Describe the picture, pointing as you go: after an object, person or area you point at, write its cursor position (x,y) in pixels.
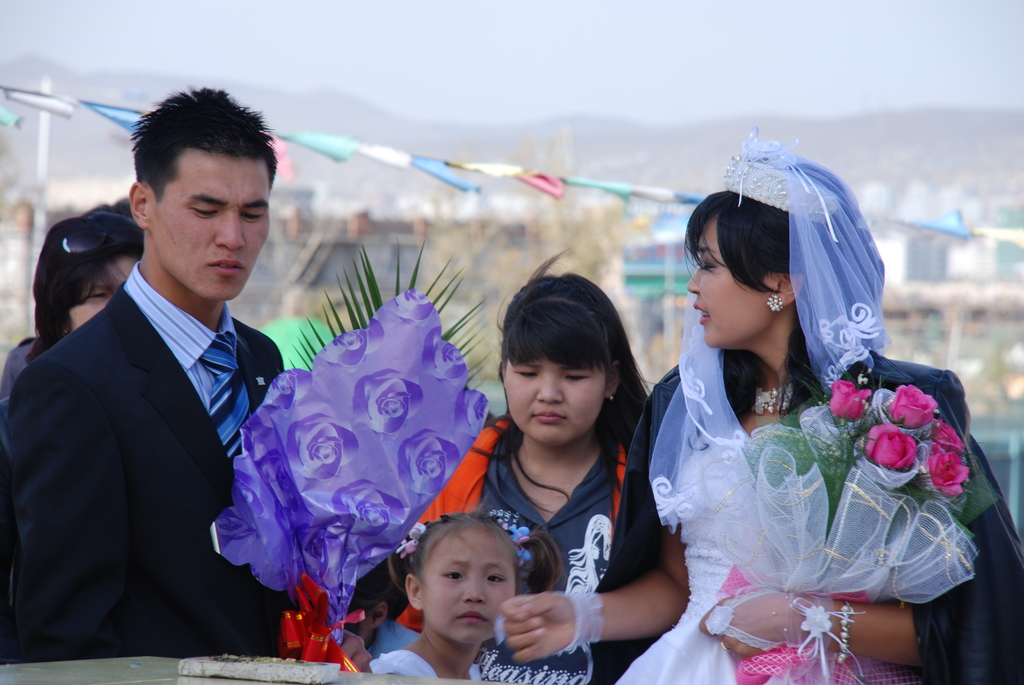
In this picture, we see a man (233,335) and a woman (754,389) are standing. Both of them are holding the flower bouquets (270,478) in their hands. Behind them, we see two women (89,293) and a girl (528,540) are standing. We see the flags (313,146) in white, blue, green and pink color. There are trees (533,247) and buildings (653,253) in the background (915,248). At the top (417,68), we see the sky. This picture is blurred in the background (355,156).
